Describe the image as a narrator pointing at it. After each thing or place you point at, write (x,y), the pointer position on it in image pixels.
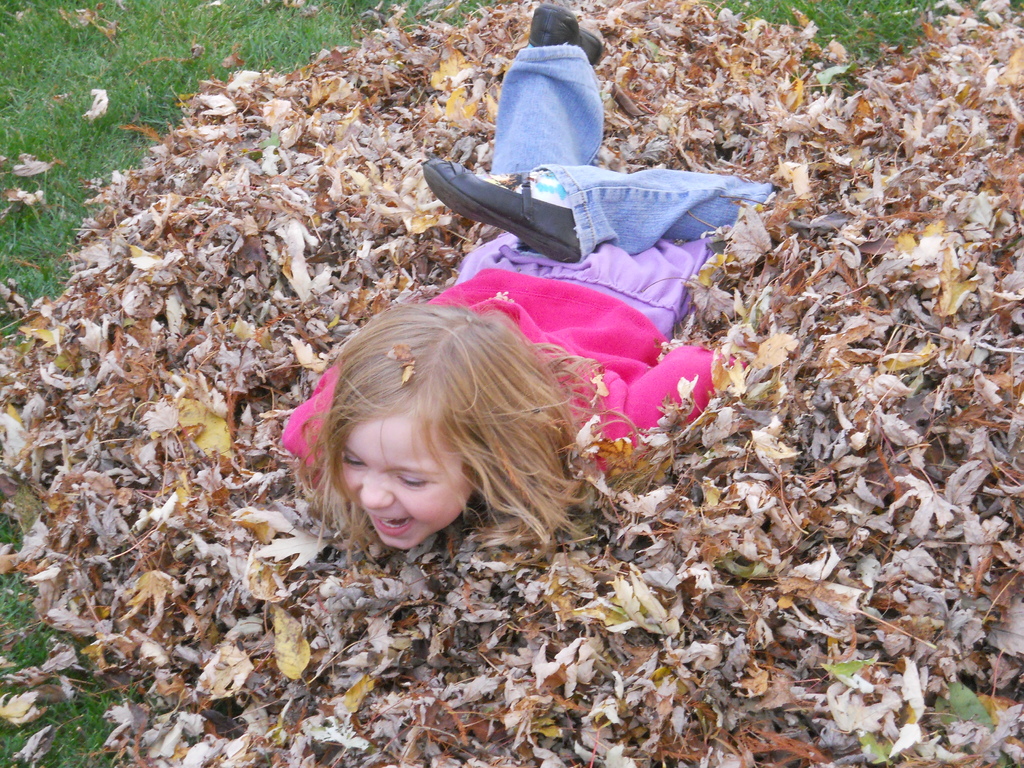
In this image we can see a kid (540,331) wearing pink color sweater (573,345), blue color jeans (545,145), black color shoes (536,39) lying on the dry leaves (308,392) which are on ground (120,175) and there is grass (143,111).
